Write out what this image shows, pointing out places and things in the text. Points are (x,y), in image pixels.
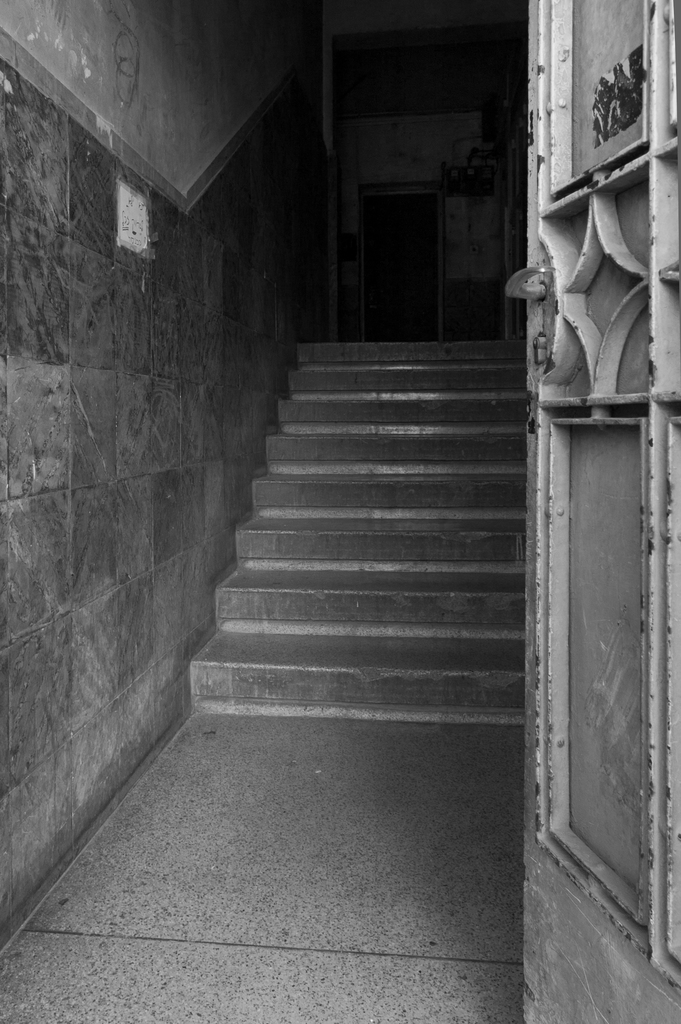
This is a black and white picture. We can see stairs (411,549), wall (111,446) and this is a door (610,408).
